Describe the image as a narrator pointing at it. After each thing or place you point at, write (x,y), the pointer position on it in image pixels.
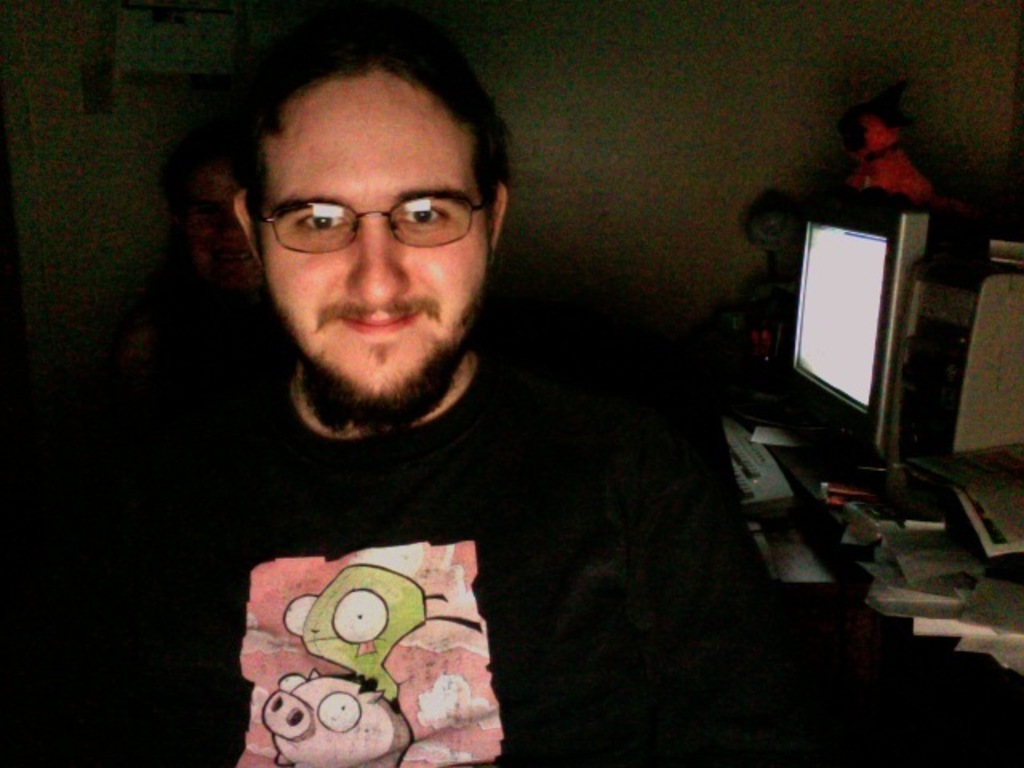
In this picture we can see a man (685,540) wearing spectacles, t-shirt (406,577) and he is smiling. On the right side of the picture (973,395) we can see a computer (961,305), papers (951,580) and objects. Background (218,153) portion of the picture is blurry and a person's face (219,180) is visible.
